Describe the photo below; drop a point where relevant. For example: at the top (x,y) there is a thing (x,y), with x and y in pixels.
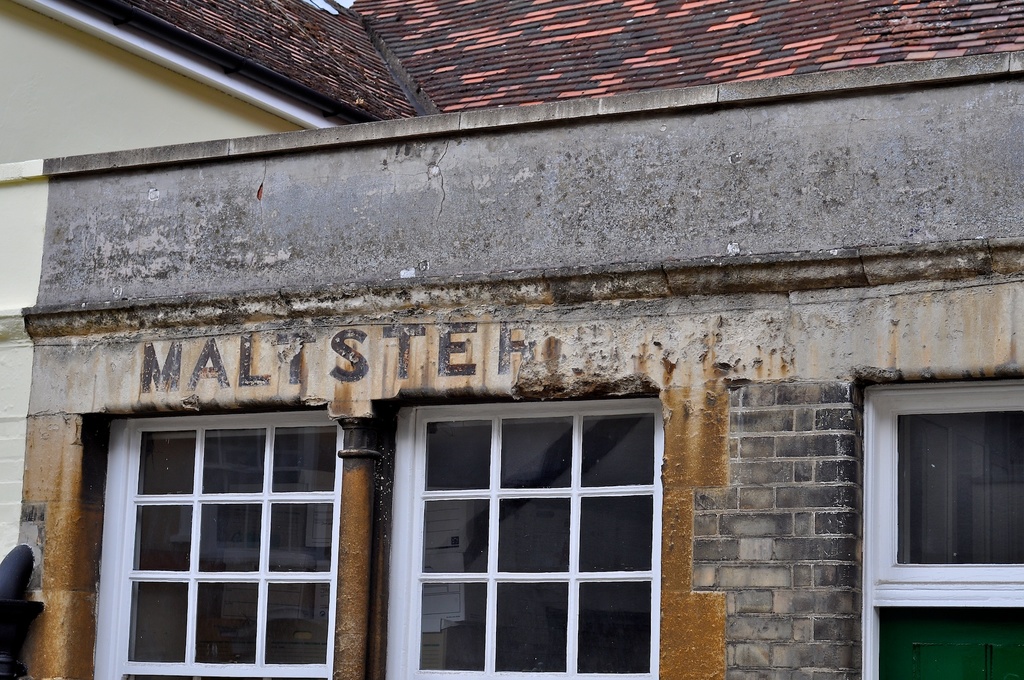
In this image I can see a building (414,325), few pipes (338,651), few windows (403,462) and here I can see something is written.
